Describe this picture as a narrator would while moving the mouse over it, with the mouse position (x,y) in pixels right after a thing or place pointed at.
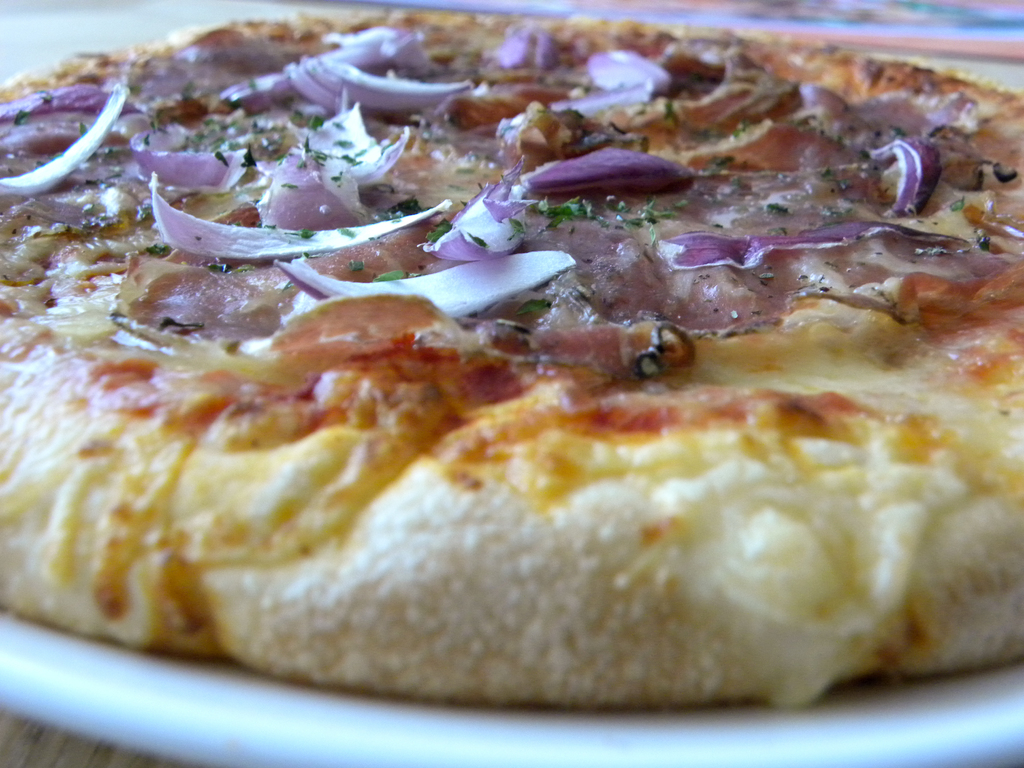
In this image I can see some onions (140,156) on the top of the pizza (732,48). And this pizza (342,74) is on the plate (182,704).
